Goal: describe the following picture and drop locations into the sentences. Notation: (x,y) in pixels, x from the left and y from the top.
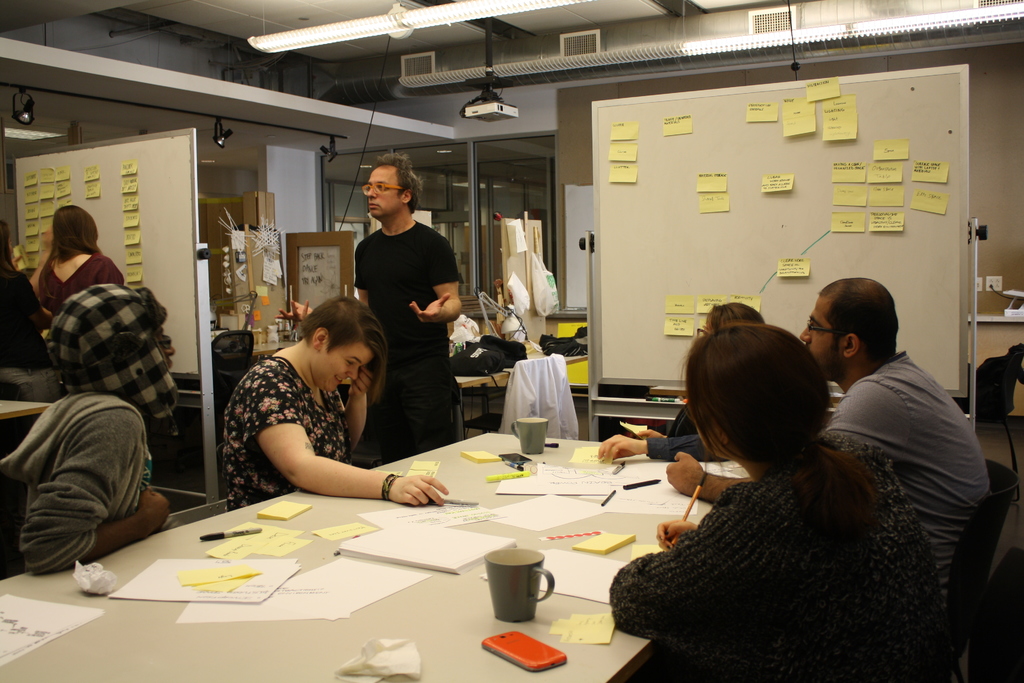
This picture describe about the inside view of the hall (339,614) in which a group of girls (773,466) and boys (832,421) are sitting around the table (320,631) and discussing something, On the table (405,618) we can see papers (355,540), Yellow sticky notes (358,525), tea cup (512,596) and mobile (535,668). Behind a white board (614,326) with yellow sticky notes (855,203) and man (421,403) wearing black t-shirt (375,264) and track (421,418) is discussing. On the top ceiling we can see the projector (472,112) hanging and some ac pipes (396,69) are fitted.
